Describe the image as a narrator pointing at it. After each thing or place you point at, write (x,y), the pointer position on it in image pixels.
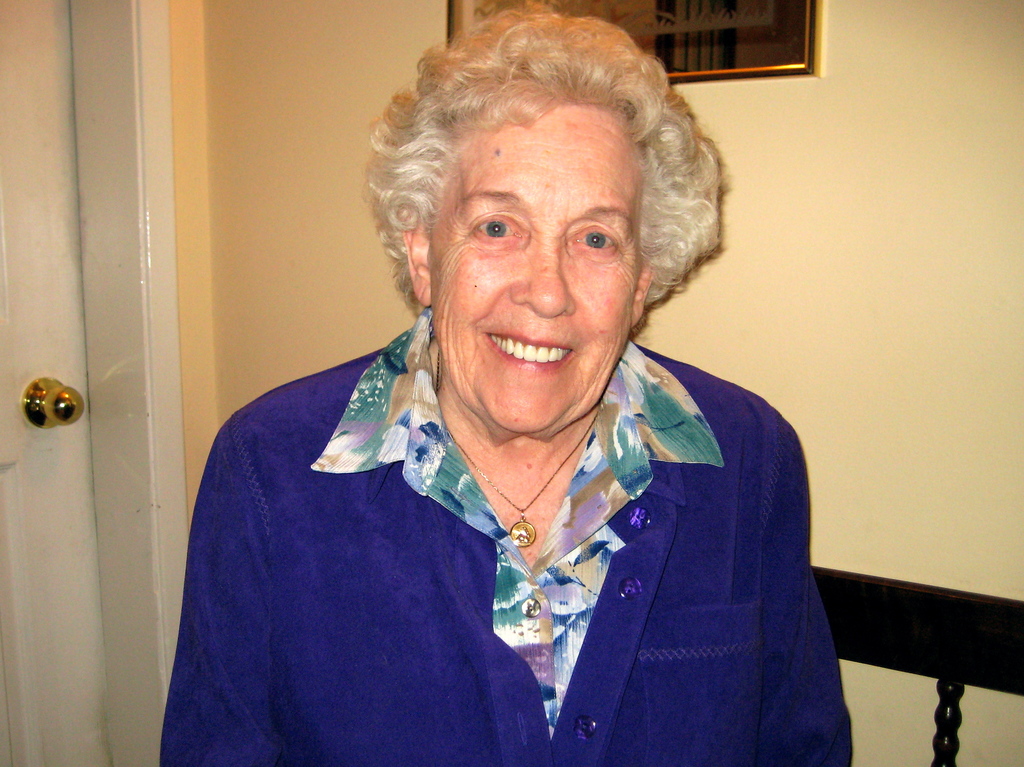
In the foreground of this image (616,400), there is a woman (609,399) in blue color coat (708,585) and it seems like she is sitting on a bench (922,621). In the background (865,130), there is a frame (740,25) on the wall (861,109) and a door (74,393).
